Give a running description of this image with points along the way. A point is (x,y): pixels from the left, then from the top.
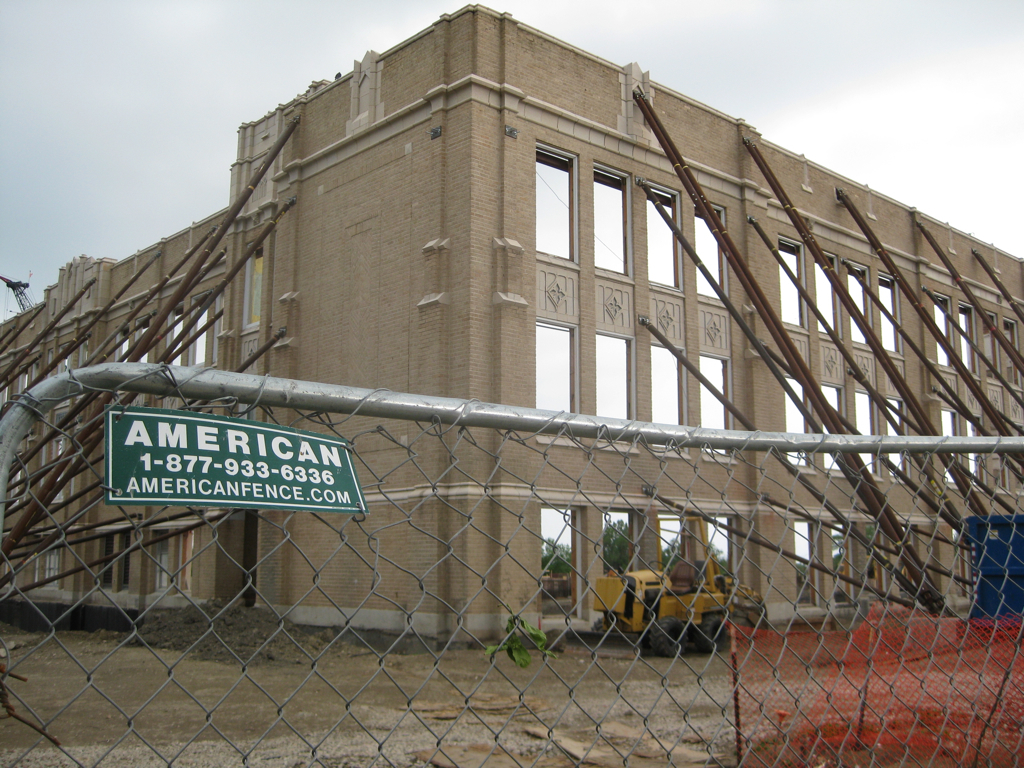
In this image we can see a building (106,291), poles (697,516), meshes (915,613), board (335,509), and an excavator (599,610). In the background (109,140) there is sky (198,82).
